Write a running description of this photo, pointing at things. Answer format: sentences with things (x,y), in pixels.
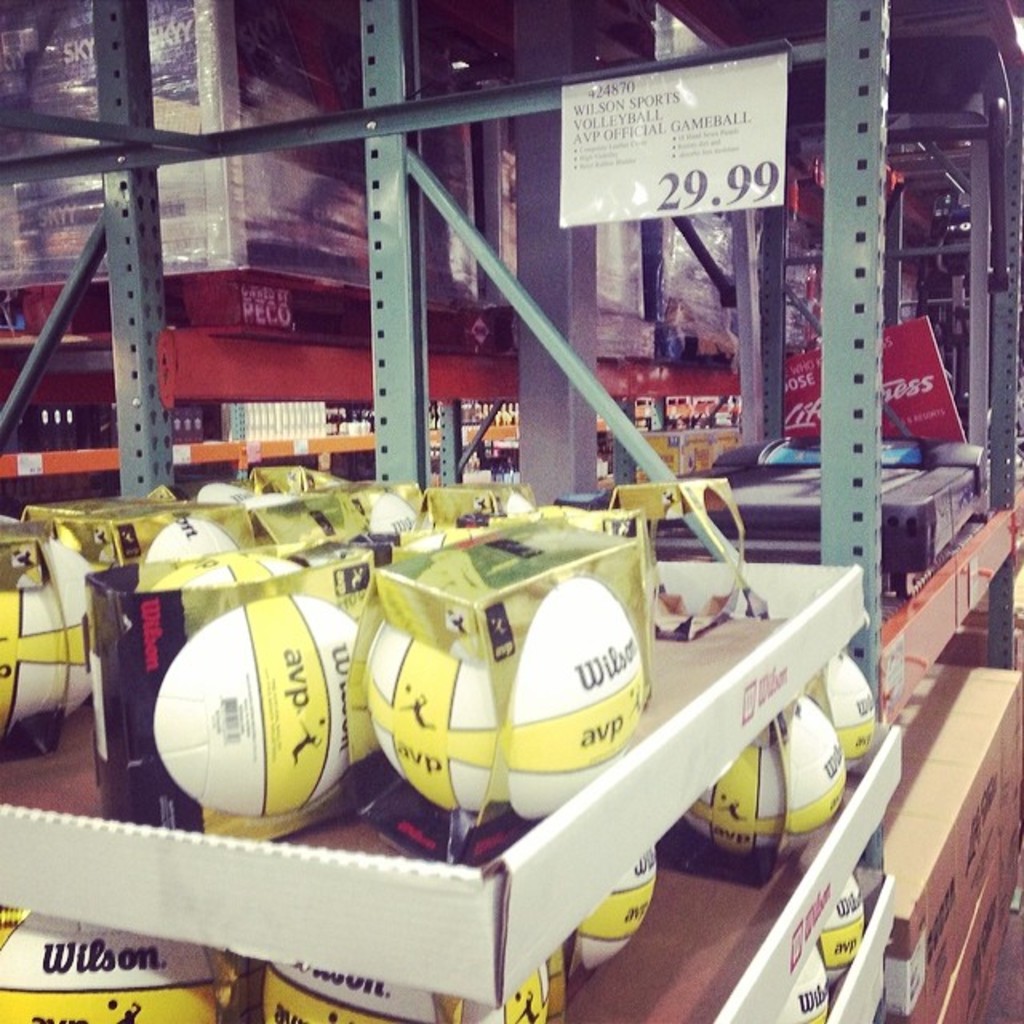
In this picture I can observe white color balls (419,675) placed in the racks (5,414). On the right side (702,109) I can observe a name board (698,178). There is some text (639,125) on this white color board (649,125). In the background (211,47) I can observe some boxes (225,172).
